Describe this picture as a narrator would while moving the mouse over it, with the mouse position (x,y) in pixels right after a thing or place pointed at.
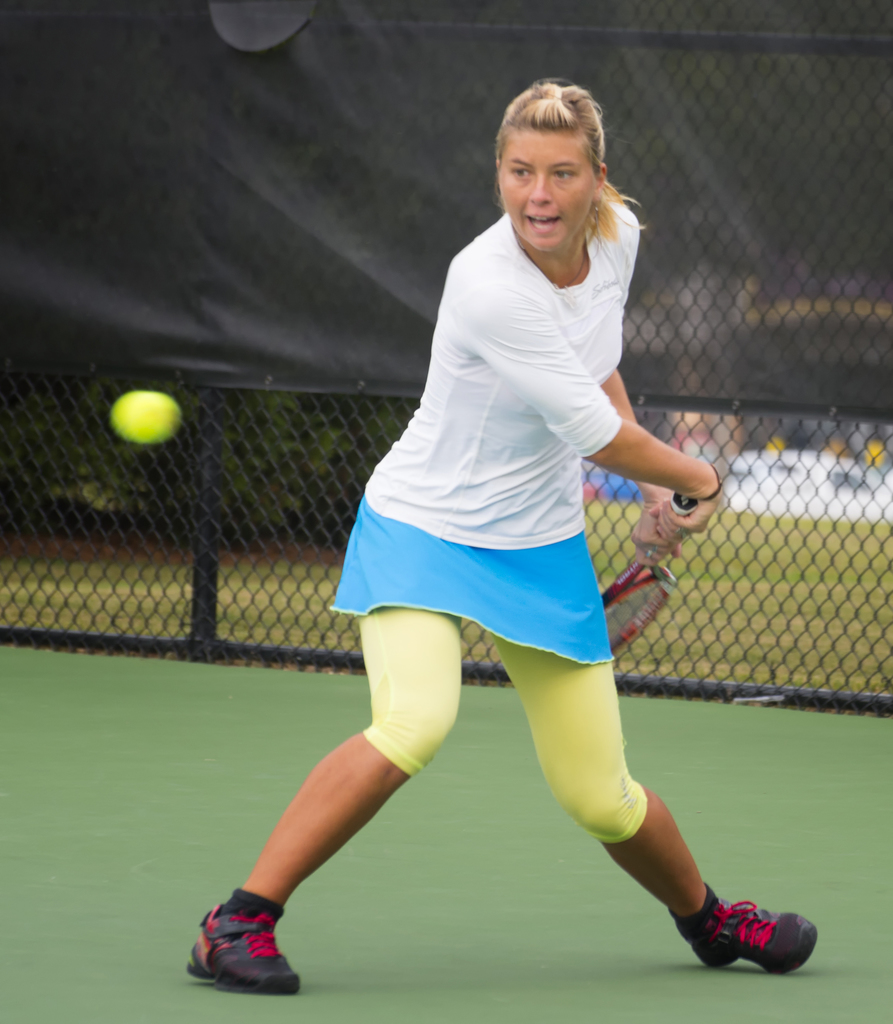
On the background (658,66) we can see a black colour cloth (286,142) and a net (286,513). We can see one woman (589,707) holding a tennis racket (632,607) in her hand (658,557) and playing. This is a play area (270,800). This is a ball (157,425) in green colour.
